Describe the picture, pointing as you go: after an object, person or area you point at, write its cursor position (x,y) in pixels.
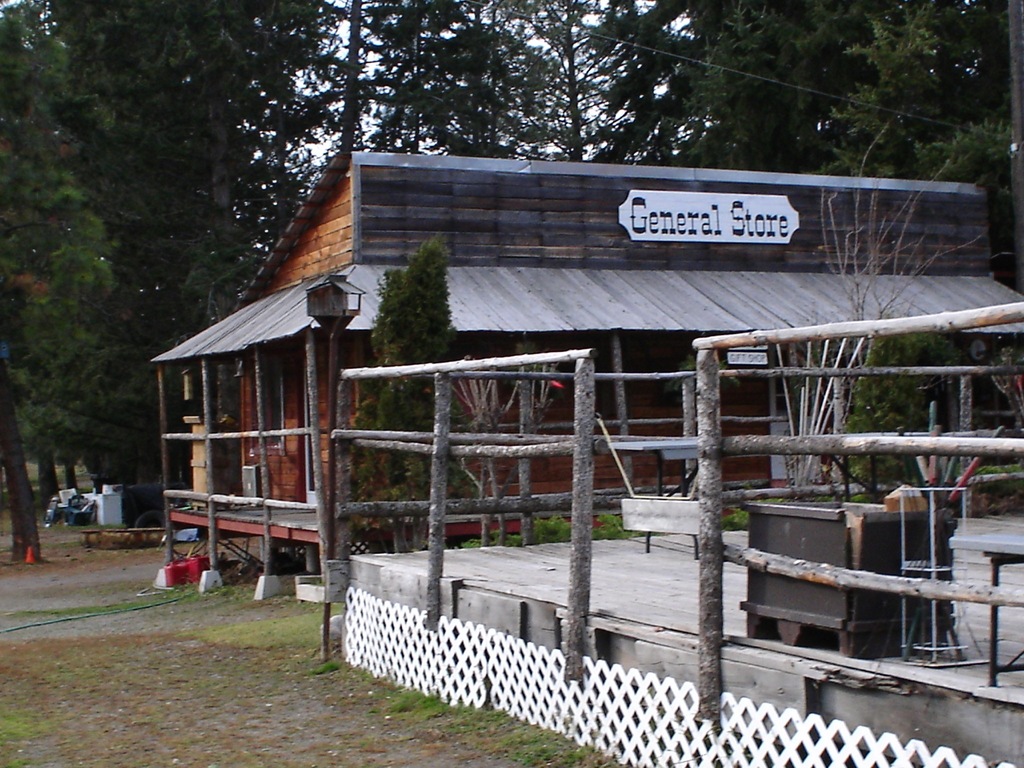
In this image I see a house (770,294) over here and I see a board (658,194) on which there are words (664,220) written and I see the wooden fencing (594,384) and I see the grass (41,767) and I see plants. In the background (53,17) I see the plants (681,102) and the sky (341,31).
